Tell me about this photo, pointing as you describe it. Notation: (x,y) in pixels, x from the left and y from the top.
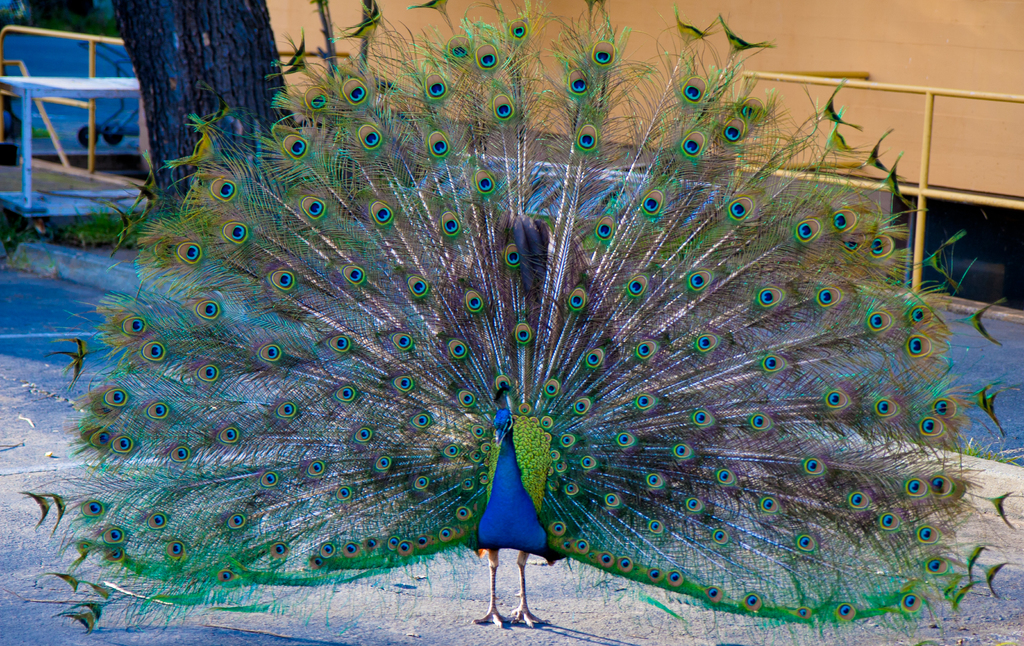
In this picture I can see a peacock (333,487) on the ground (507,615) and I can see a tree (242,26) and looks like a wall (893,134) in the back (654,32).
